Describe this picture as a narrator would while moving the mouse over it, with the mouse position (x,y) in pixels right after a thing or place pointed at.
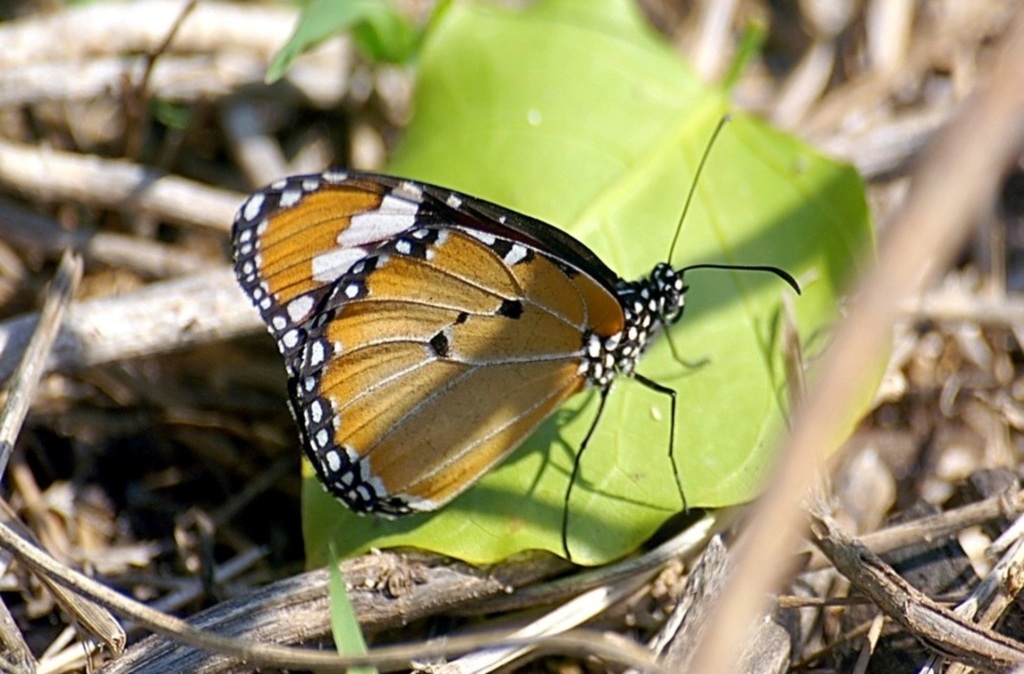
In this picture there is a butterfly (592,296) on the leaf (702,402) which is in the center (655,429). It is in brown, white and black in color. In the background (94,376) there are dried plants (163,274).
